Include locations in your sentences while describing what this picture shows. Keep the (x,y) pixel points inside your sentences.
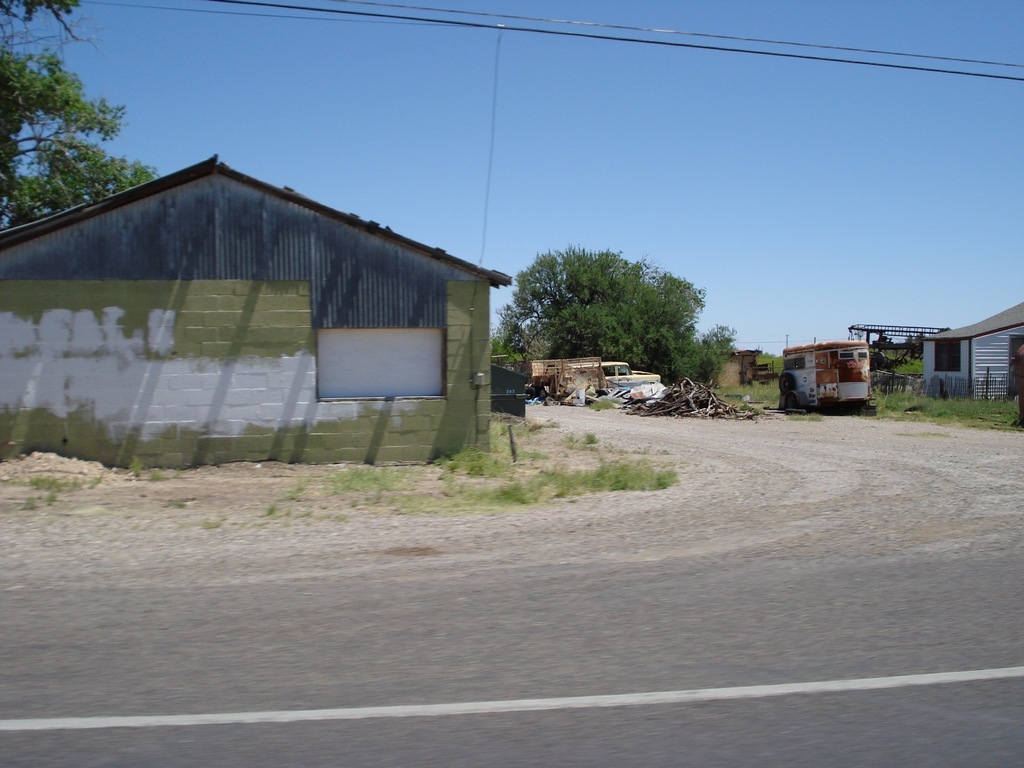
In this image, I can the sheds (221,359), a vehicle (858,401) and scrap items (617,397). There are trees (635,324) and grass (968,420). At the bottom of the image (376,677), I can see the road (883,679). At the top of the image (504,27), I can see the wires (906,67). In the background (713,209), there is the sky (831,221).
